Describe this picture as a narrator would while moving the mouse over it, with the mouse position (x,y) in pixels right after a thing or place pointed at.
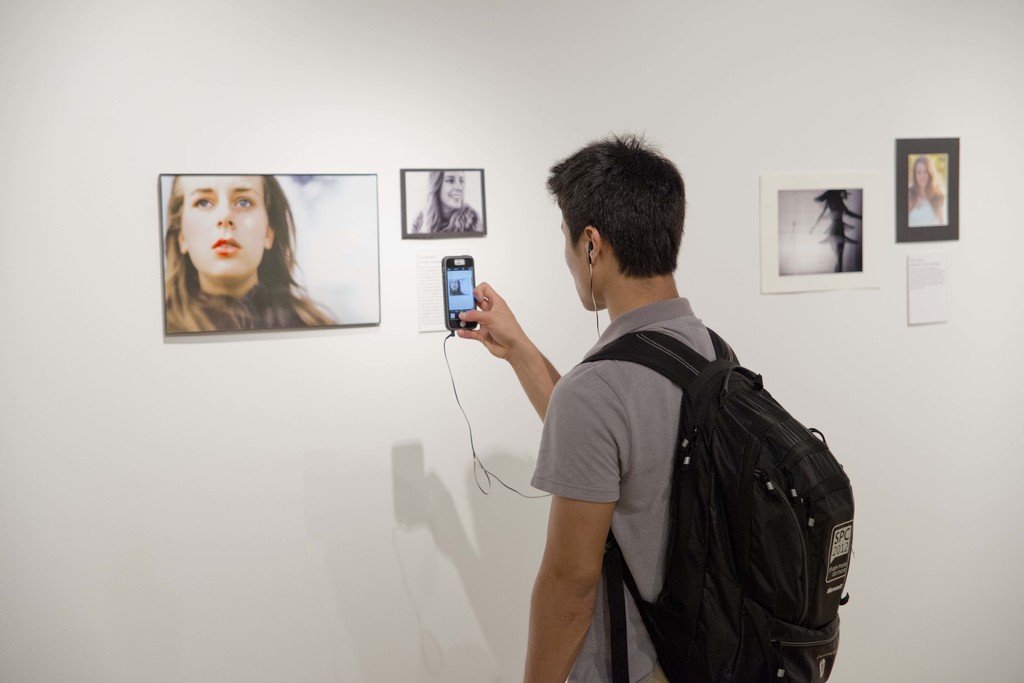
In this image there is a person (659,446) carrying a backpack (695,399) putting a headphones (595,296) and taking a photo of the painting (314,237) which is on the wall (403,247).
